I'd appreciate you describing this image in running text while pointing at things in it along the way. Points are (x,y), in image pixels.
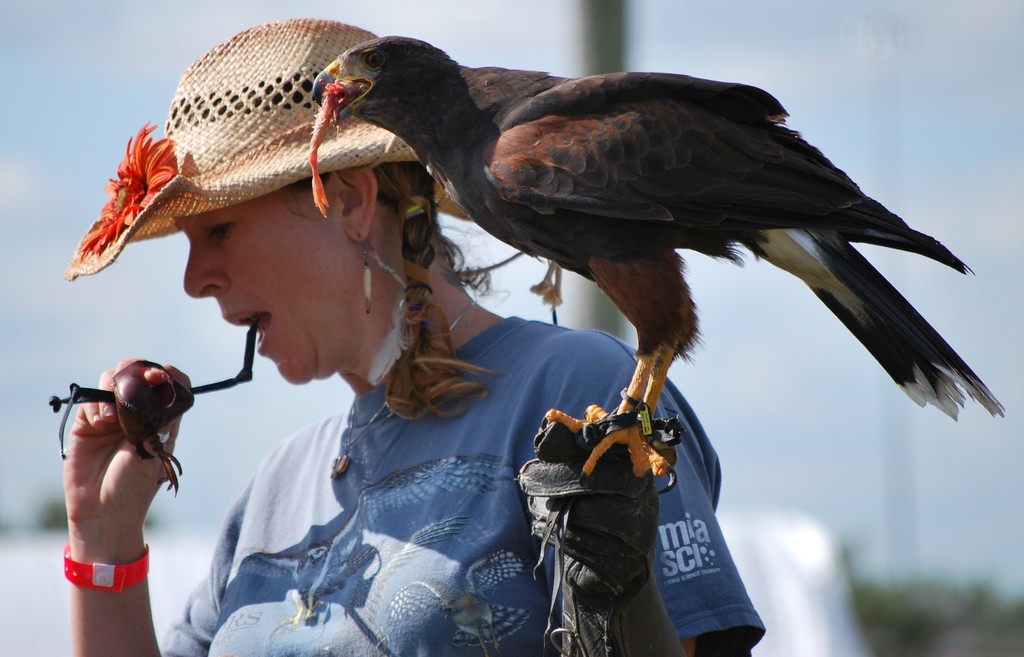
In this image, I can see a woman (358,525) holding a hood (182,399) and a bird (657,352), which is holding food (342,97). There is a blurred background (90,59).
